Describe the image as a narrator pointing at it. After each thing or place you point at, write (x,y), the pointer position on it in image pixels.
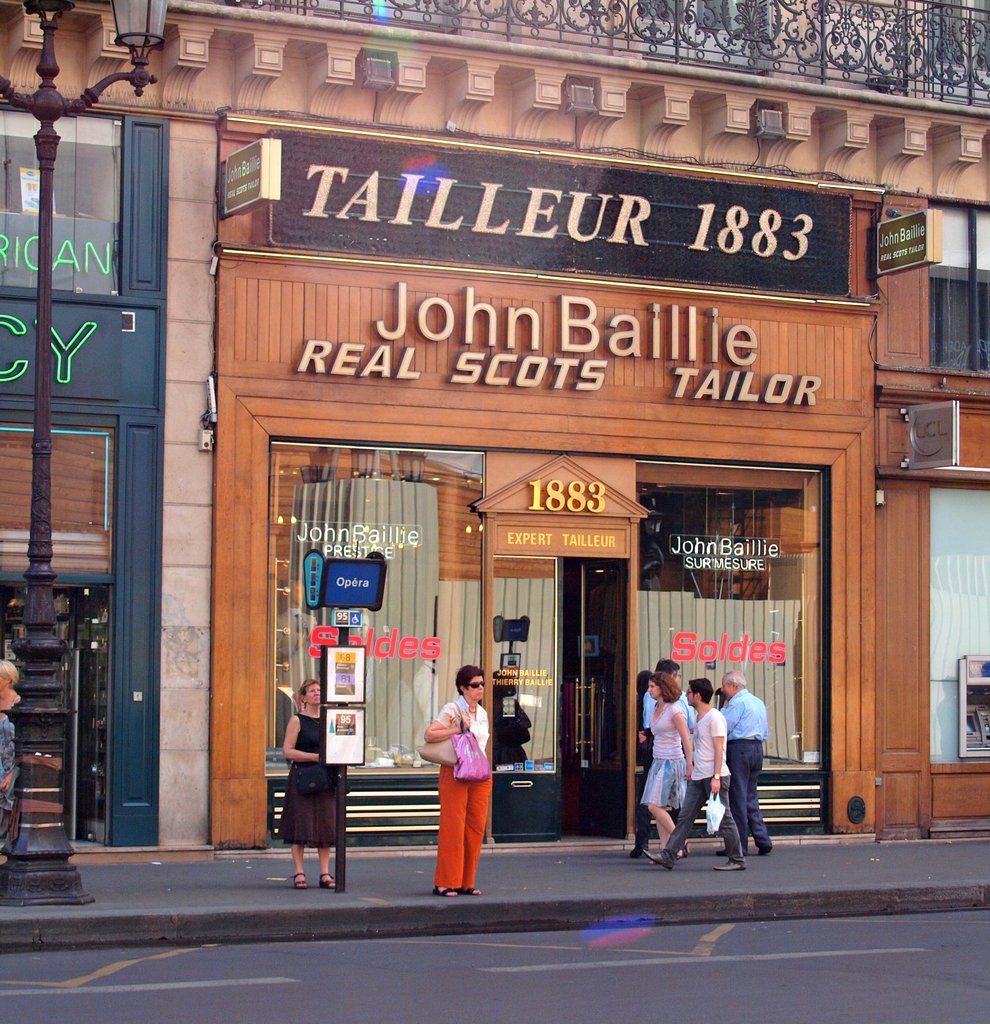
In the picture I can see a few people (638,807) who among few are standing on the side walk (303,899) and few are walking on the walkway (757,895) we can see boards (355,673), light poles (23,848), buildings (452,574), name boards (459,345) and the doors (609,737).
